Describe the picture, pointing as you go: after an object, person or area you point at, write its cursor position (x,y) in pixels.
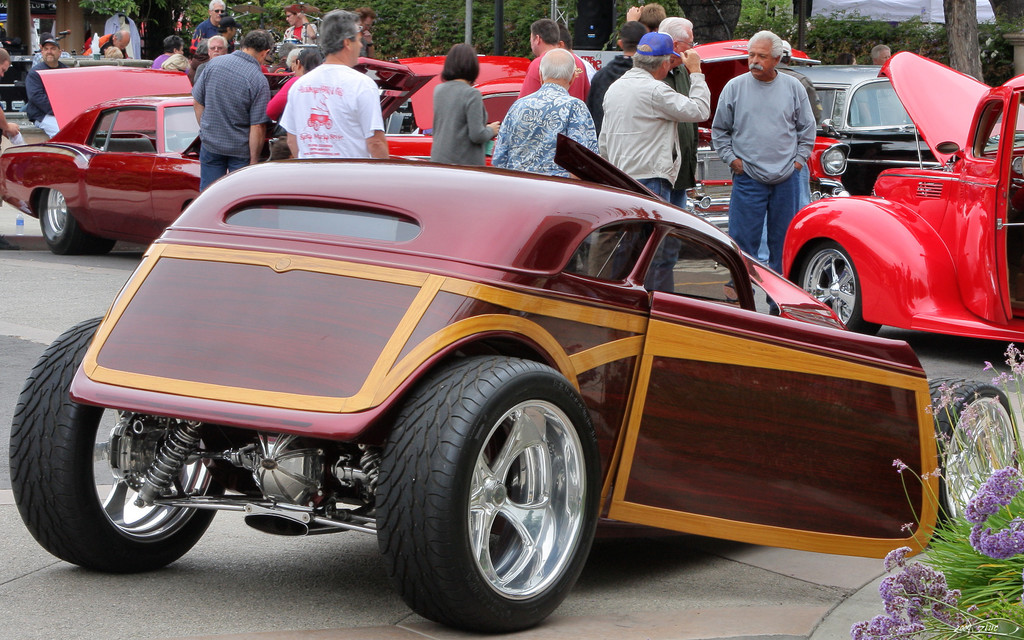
In this picture there are some vehicles (537,356) on the road (42,298). Few people (215,106) are standing here. He wear a blue cap (667,51). There is a bottle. And on the background (425,31) there are plants (485,18). Here these are the flowers (984,539).
